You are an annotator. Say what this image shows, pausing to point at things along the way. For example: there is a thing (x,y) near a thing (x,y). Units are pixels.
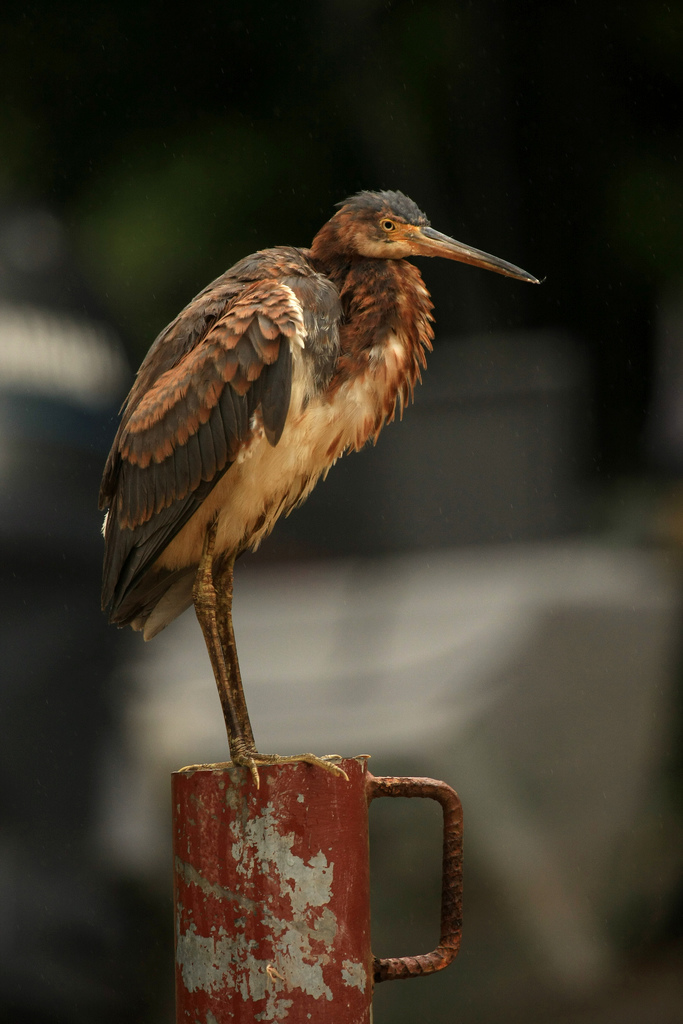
We can see a bird (284,448) on the rod (279,879). Background (68,633) it is blur.
